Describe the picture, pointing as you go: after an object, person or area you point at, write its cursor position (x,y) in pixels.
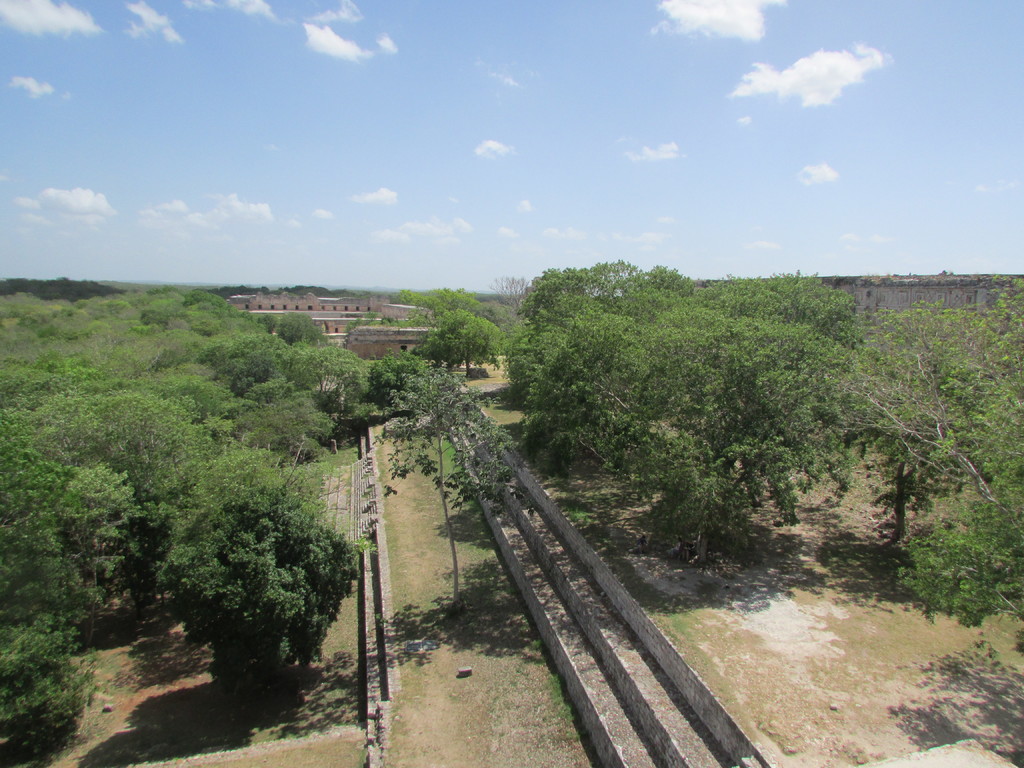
In the image there is a building (353,338) in the back (377,345) with long steps (652,746) in front of it and there are trees (133,477) on either side and above its sky (594,122) with clouds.
